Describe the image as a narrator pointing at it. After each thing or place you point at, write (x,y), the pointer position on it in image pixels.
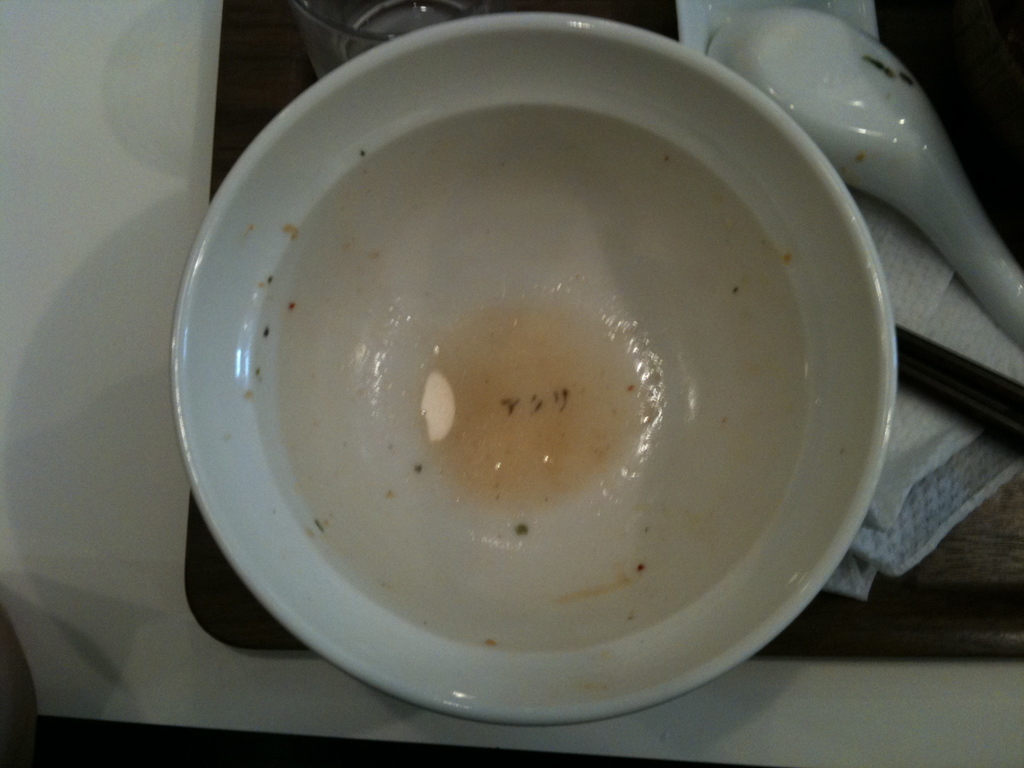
There is a bowl (664,376), spoon (875,184) and a tissue (961,466) on a tray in the foreground area of the image (581,414).
